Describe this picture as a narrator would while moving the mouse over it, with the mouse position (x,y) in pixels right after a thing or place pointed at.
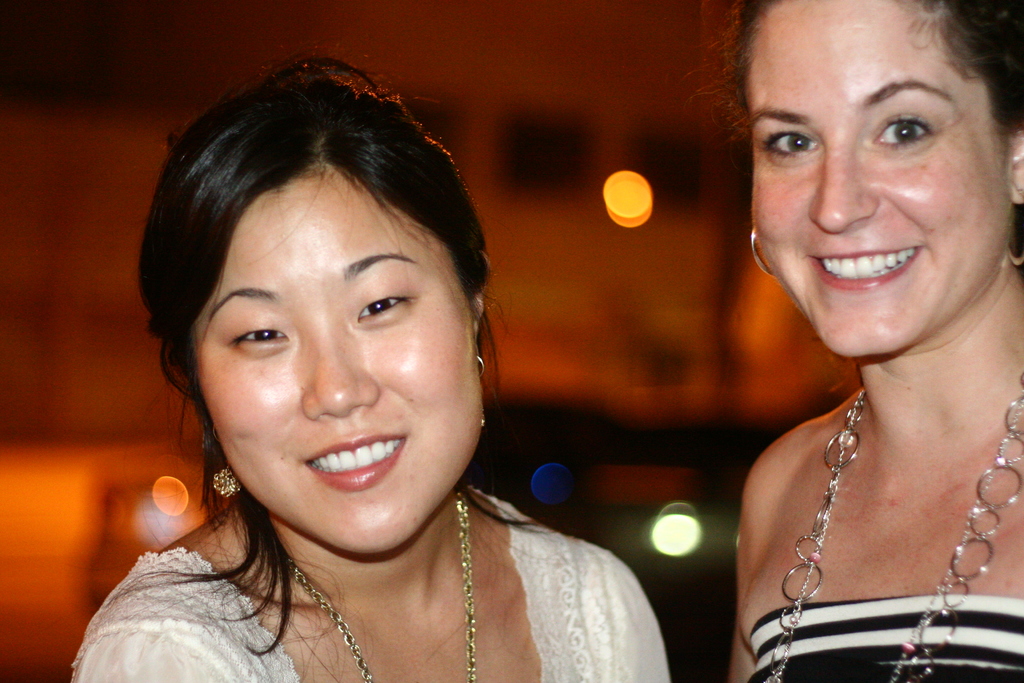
In the image there are two women (832,337) in the front (849,260) smiling, they both wearing necklace (964,541) and ear rings (227,485) and the background (5,532) is blurry.
